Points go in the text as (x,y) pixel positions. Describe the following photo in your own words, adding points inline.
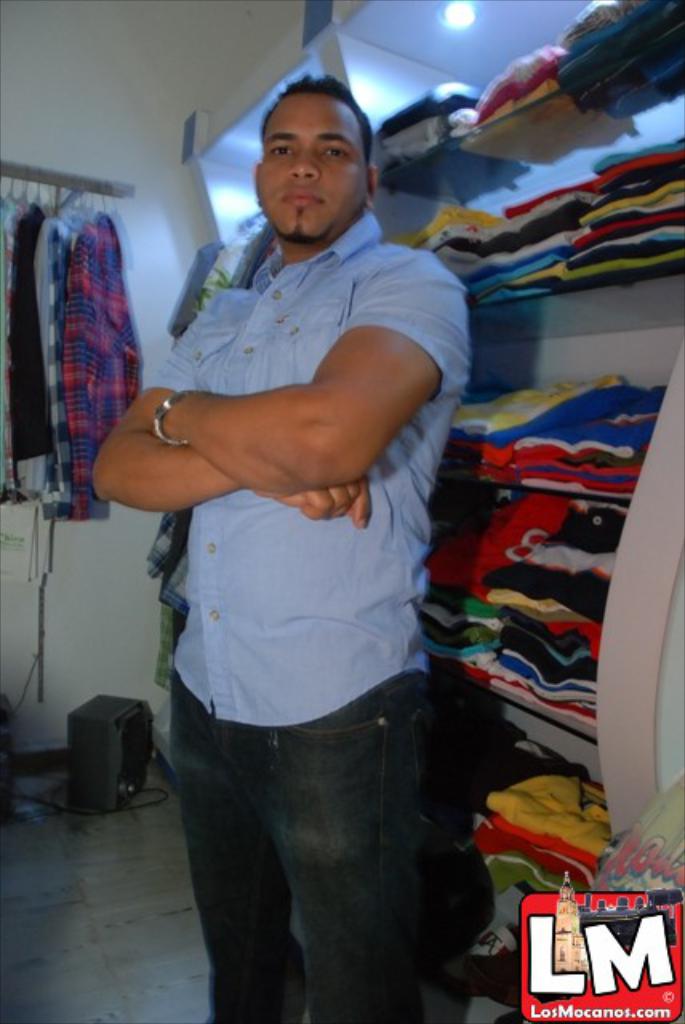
In the front of the image (337,356) a person (408,595) is standing. In the background of the image (532,290) there are racks (576,128), wall (110,568), ceiling light (465,6), speaker (90,753), floor (125,832) and things (50,417). Few clothes (577,556) are in racks (531,189) and few clothes (80,299) are hanging to the rod (27,180). At the bottom right side of the image (556,912) there is a logo (600,983).
